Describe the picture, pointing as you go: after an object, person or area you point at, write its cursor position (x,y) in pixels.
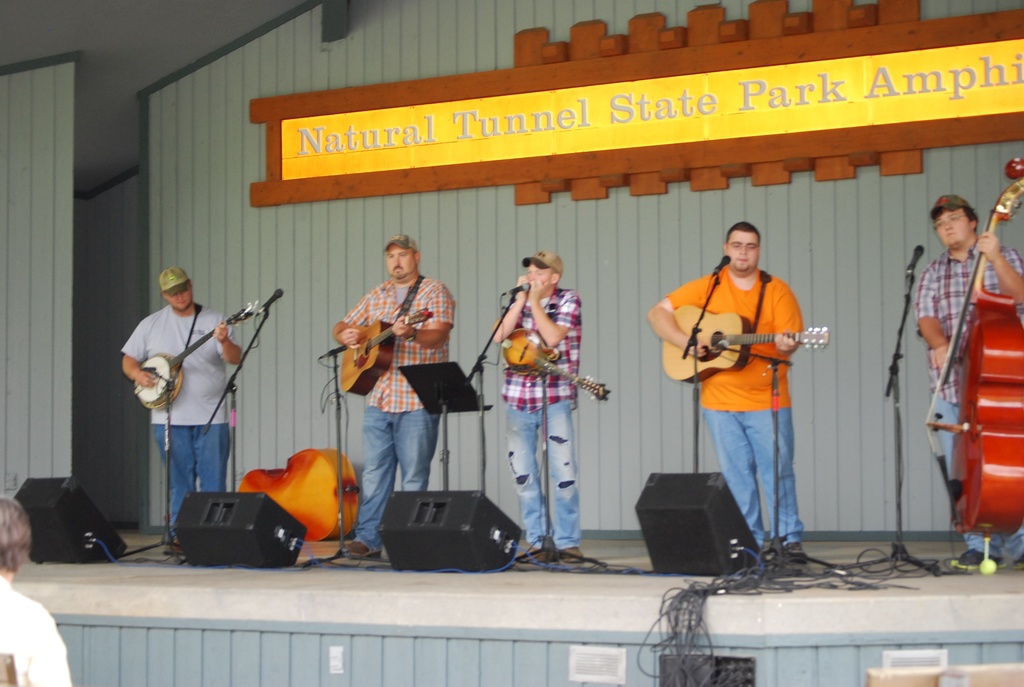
There are group of men (182,398) standing on stage (151,540) and playing guitar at their back there is a banner (1017,59) displayed and on the other side there are speakers (212,507) at bottom of stage (102,650).
